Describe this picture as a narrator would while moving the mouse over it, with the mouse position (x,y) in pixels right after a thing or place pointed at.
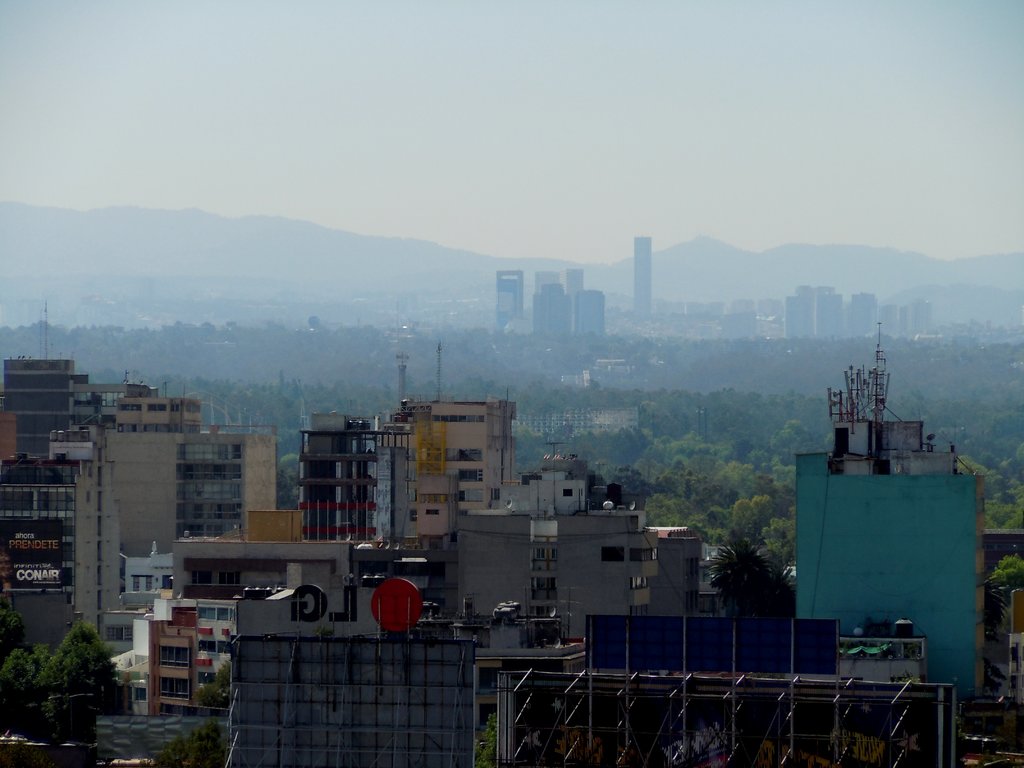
In this image I can see number of buildings (532,480), number of trees (1002,404) and few boards (58,526). On these boards (19,558) I can see something is written.
